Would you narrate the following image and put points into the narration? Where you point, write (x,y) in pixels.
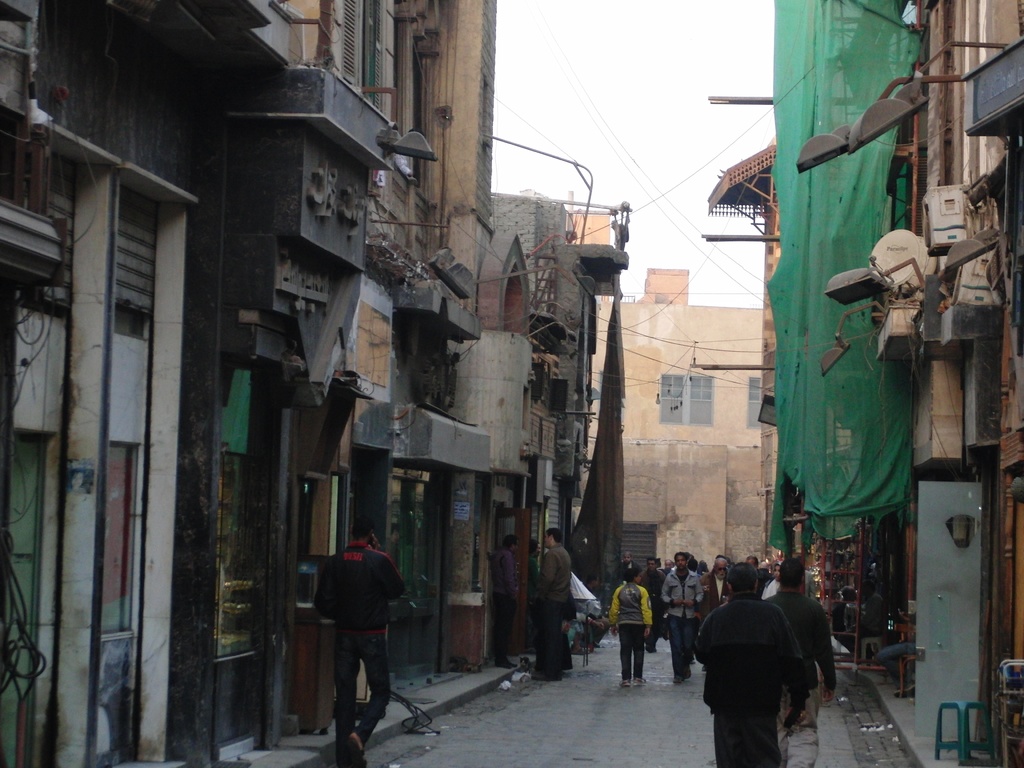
This is a street (658,644). In this many people (676,620) are standing and walking. On the right side (981,471) there are buildings (968,457). On the roadside (857,689) there is a stool (962,721). And the building (993,531) is having a bulb (954,534). On the left side (104,492) also there are buildings (261,358).
